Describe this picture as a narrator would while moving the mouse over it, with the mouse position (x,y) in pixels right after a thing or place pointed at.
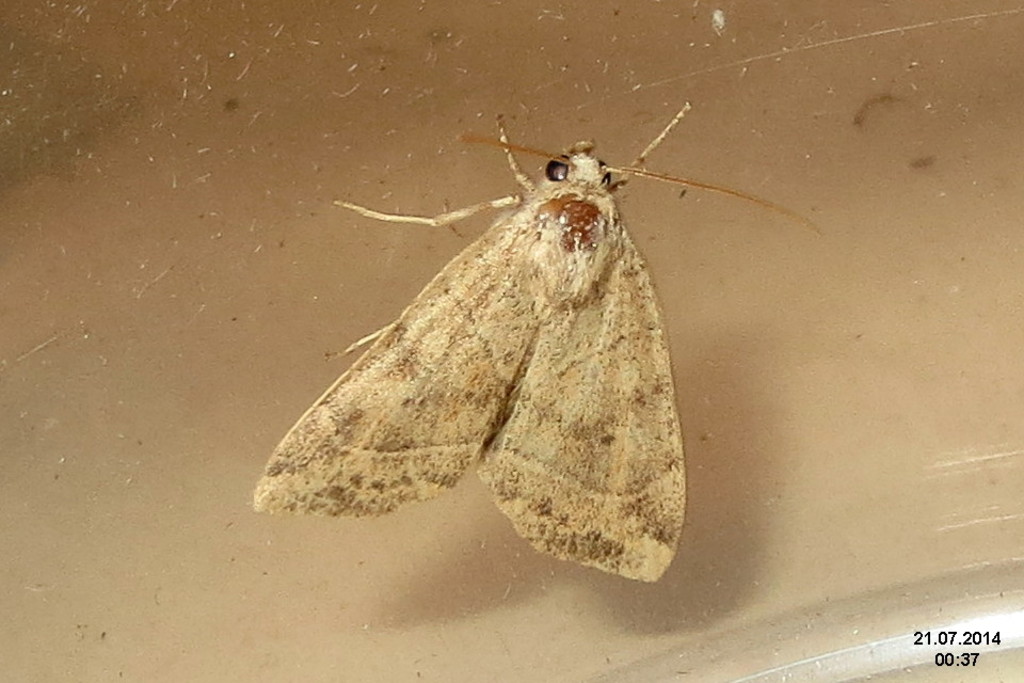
In the center of the image (520,308) we can see insect (356,418) on the wall (189,580).
